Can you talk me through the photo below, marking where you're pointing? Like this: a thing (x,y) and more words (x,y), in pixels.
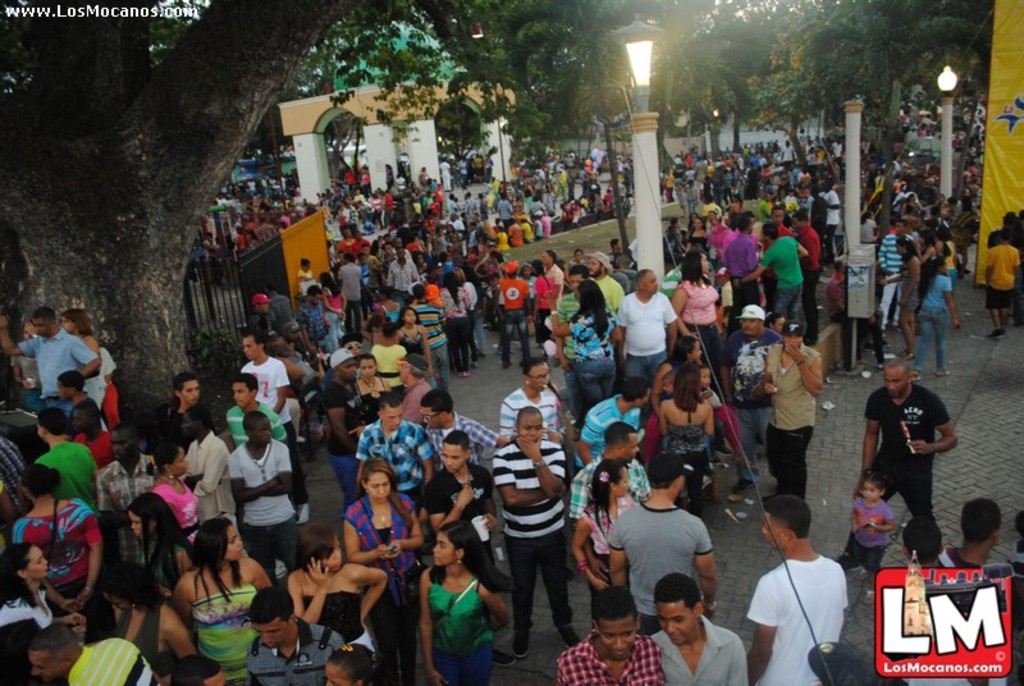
In this image we can see crowd (559,394) standing and there are trees (529,92) we can see poles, lights (634,59), gate (267,283) and a board (998,121).
